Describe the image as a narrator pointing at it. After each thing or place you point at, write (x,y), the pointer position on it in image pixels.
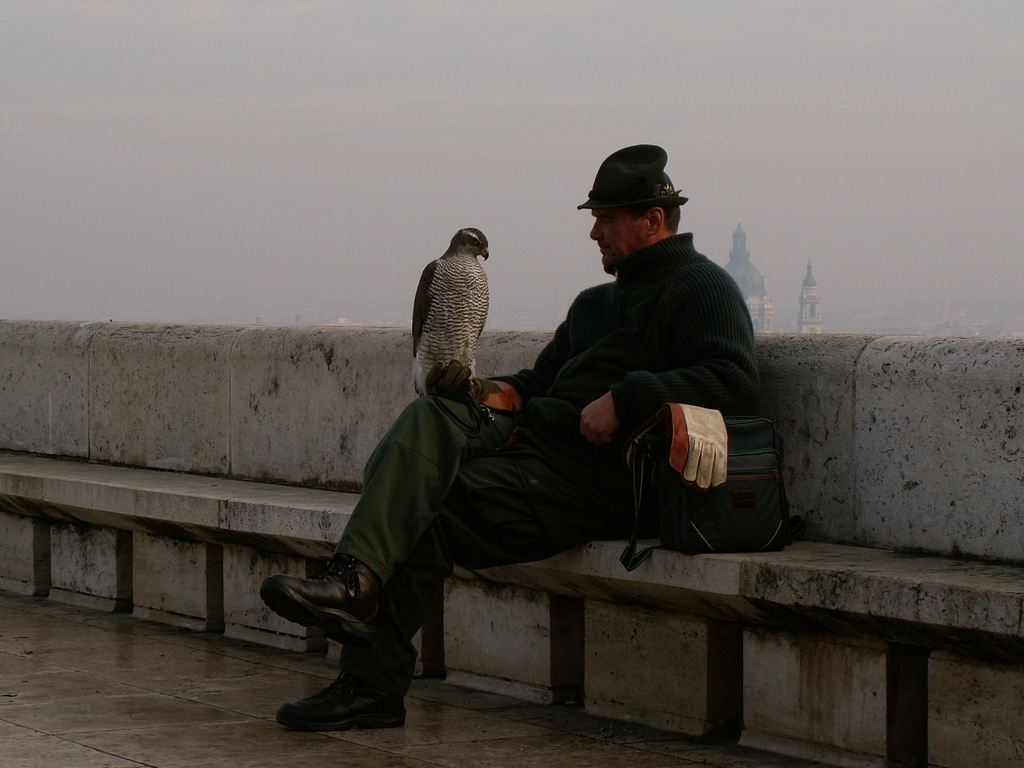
In this picture I can see a man (526,472) sitting and I can see a bird (451,276) and a bag (660,460) and I can see a glove (693,461) on the bag (746,503) and buildings (813,325) in the back (805,278) and I can see a cloudy sky (581,161).
